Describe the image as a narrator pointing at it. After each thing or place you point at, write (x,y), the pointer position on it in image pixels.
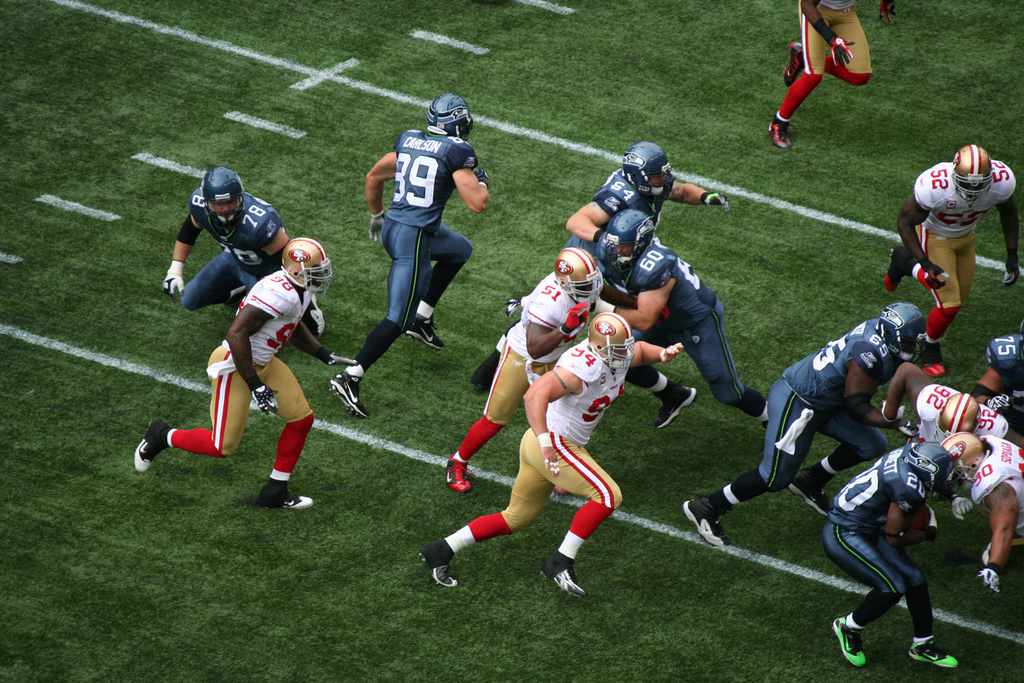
In this image we can see people (641,383) playing american football. At the bottom of the image (348,581) there is grass (140,317).
